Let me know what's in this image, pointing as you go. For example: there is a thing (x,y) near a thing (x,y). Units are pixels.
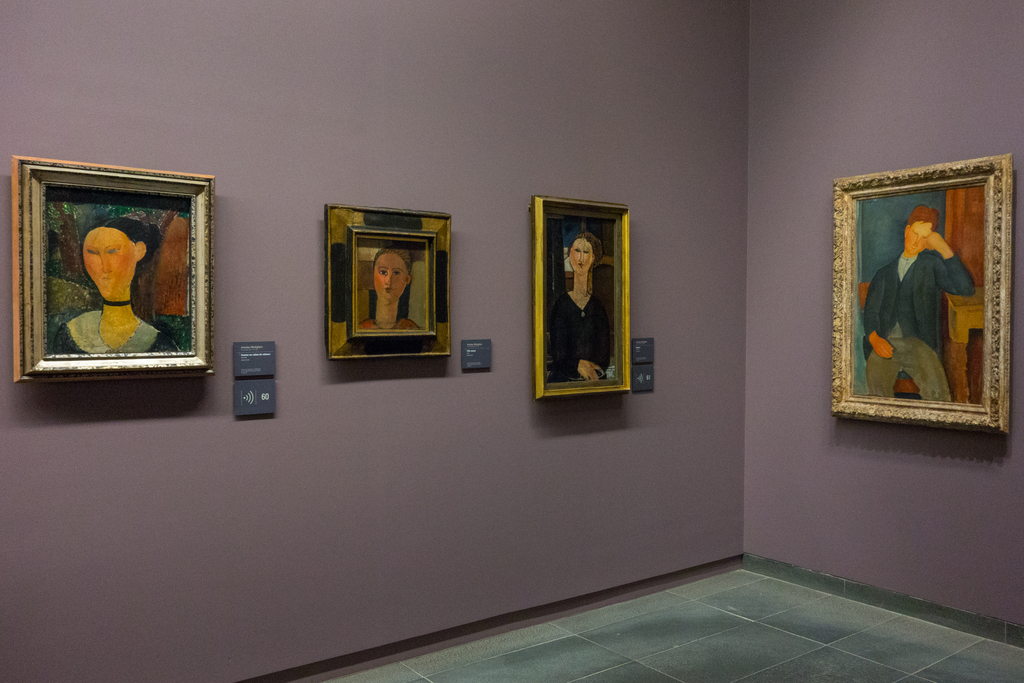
In this picture we can see a wall (455,510) in the background (455,510), there are four photo frames (537,329) on the wall (232,285), we can see paintings (875,312) of persons (128,262) in these frames (541,360), there are some boards (639,361) on the wall (216,367), at the bottom (742,618) there is floor (737,619).
